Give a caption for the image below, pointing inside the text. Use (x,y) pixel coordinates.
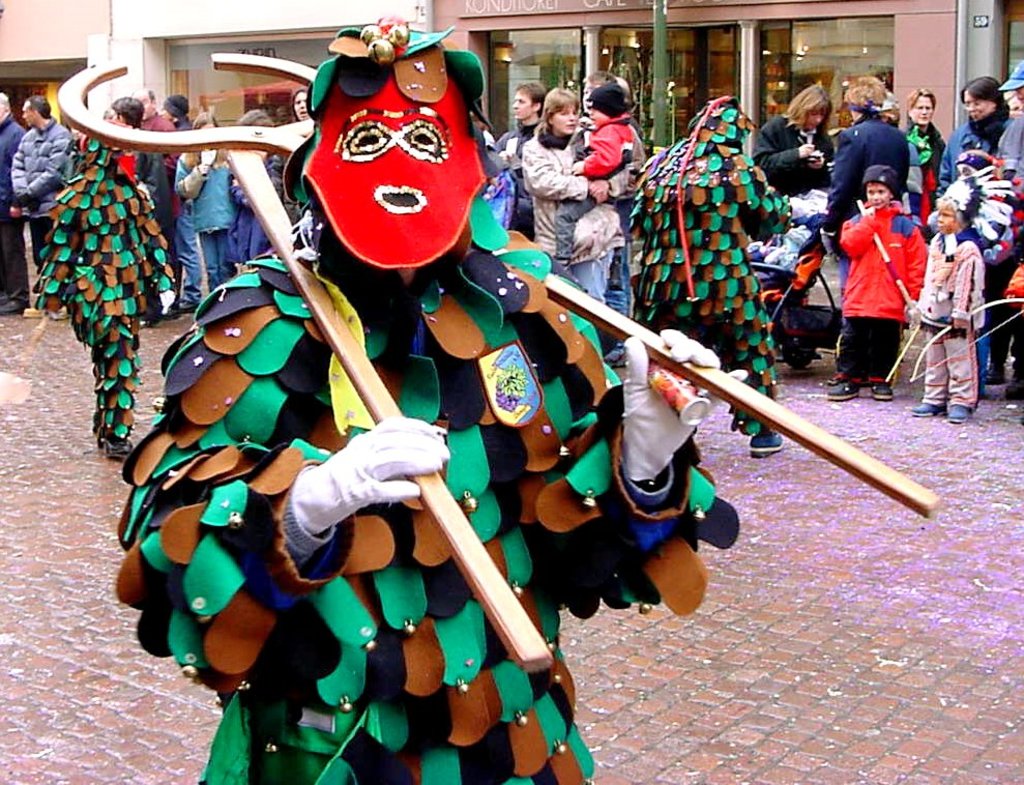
In this picture I can see few persons (255,772) in fancy dresses (686,315). There are group of people (951,258) standing, and in the background (282,91) there are buildings (565,9).
